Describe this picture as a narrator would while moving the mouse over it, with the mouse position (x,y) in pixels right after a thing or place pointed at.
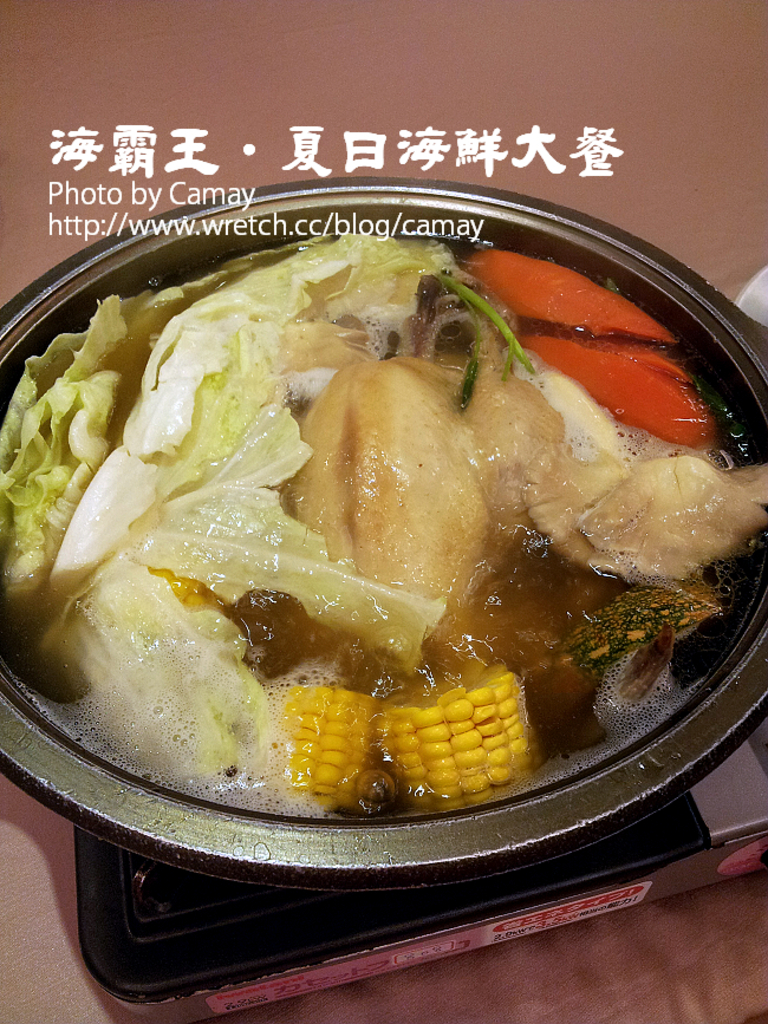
In this image, we can see some food items (229,468) in a container (571,230) is placed on an object (739,839). We can also see the ground (661,108) and some text (609,135).
